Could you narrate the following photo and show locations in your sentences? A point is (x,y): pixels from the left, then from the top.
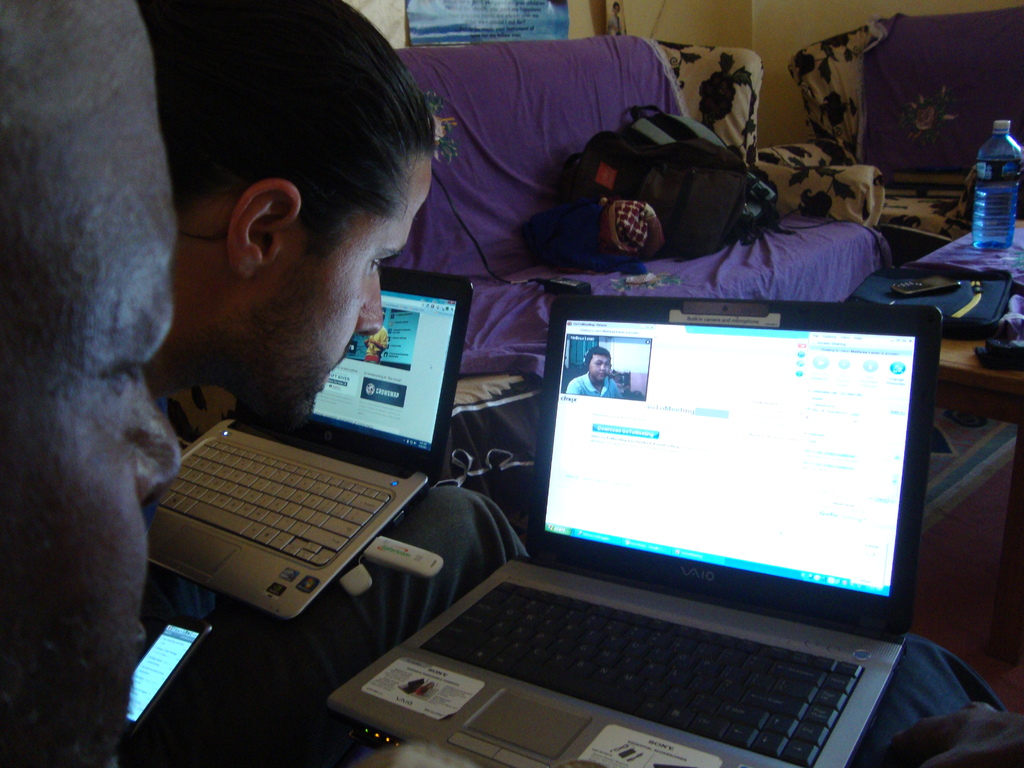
In this image we can see two men (501,547) looking at the laptops (281,513). We can also see a mobile phone (191,639) aside, a device (349,579) connected to a laptop (330,579) and some pictures (564,392) on the screen (559,465). On the backside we can see a table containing a bag (951,308) and a bottle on it. We can also see a sofa (591,75) containing some objects (699,215) and a paper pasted on a wall (402,24).
